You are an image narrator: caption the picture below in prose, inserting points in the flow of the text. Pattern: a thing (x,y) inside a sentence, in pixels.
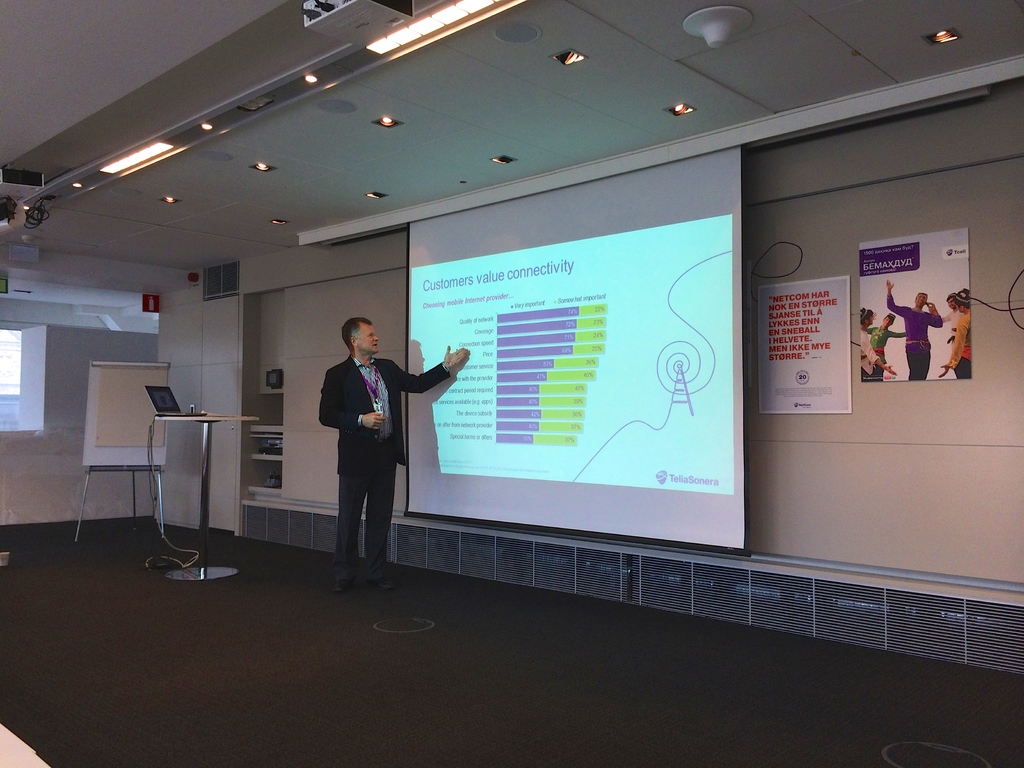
In the foreground of this picture (372,533), there is a man (385,506) talking by looking to a screen (496,397). In this image there are table (202,524), laptop (166,401), board (110,398), wall (151,343), ceiling (426,123), lights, posters (865,323), and the floor (271,677).
